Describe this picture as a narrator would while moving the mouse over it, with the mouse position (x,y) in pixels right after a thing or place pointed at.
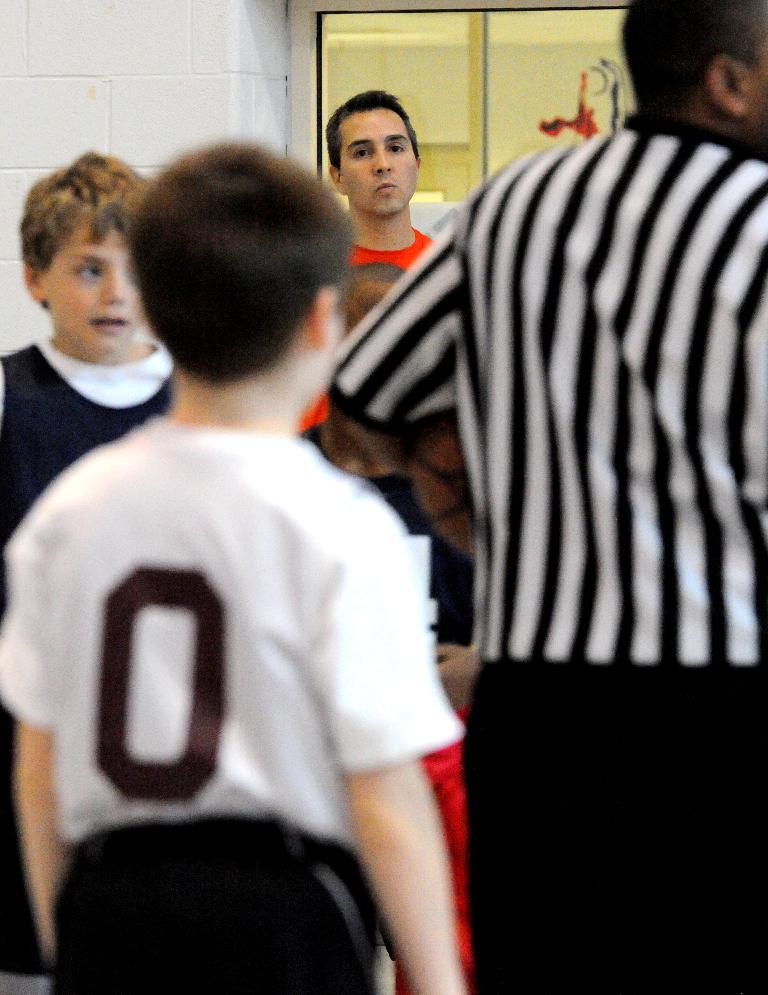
In this image I can see few people (212,434) with black, white and orange color dresses (369,553). In the background (216,75) I can see the glass door (333,83) and the wall (55,146).
